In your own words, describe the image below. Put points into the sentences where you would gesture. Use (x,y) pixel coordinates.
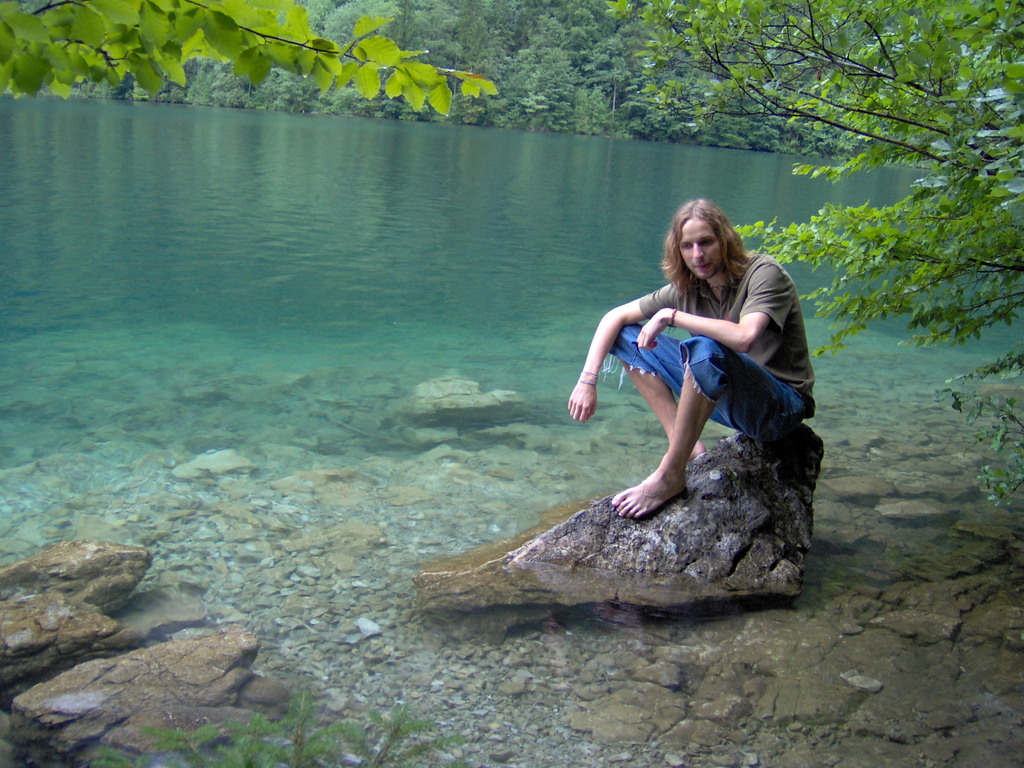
In this image we can see few stones (107,616) in the water (296,329), a person (697,326) is sitting on the stone (721,510) and there are few trees (977,189) in the background (480,42).
